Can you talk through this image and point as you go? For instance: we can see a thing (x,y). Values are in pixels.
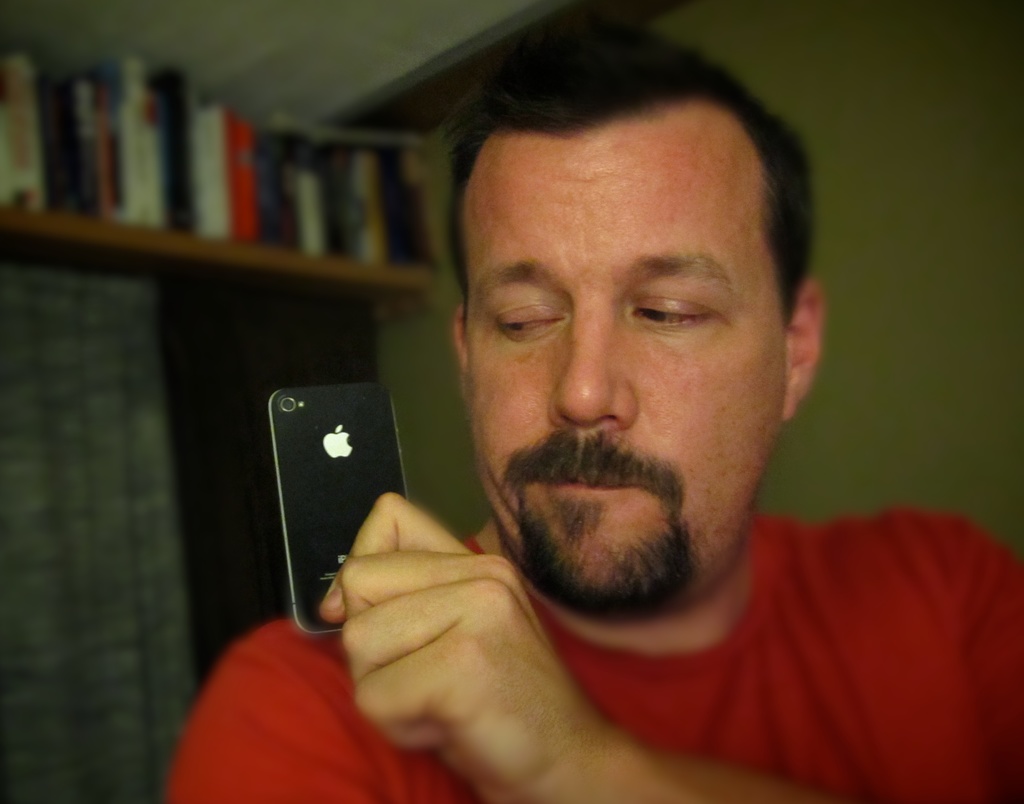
In this image, There is a man (952,761) holding a mobile (345,515) which is in black color, In the background (165,224) there are some books (180,224) kept in the shelf (175,251) and there is a wall (950,455) which is in green color.
